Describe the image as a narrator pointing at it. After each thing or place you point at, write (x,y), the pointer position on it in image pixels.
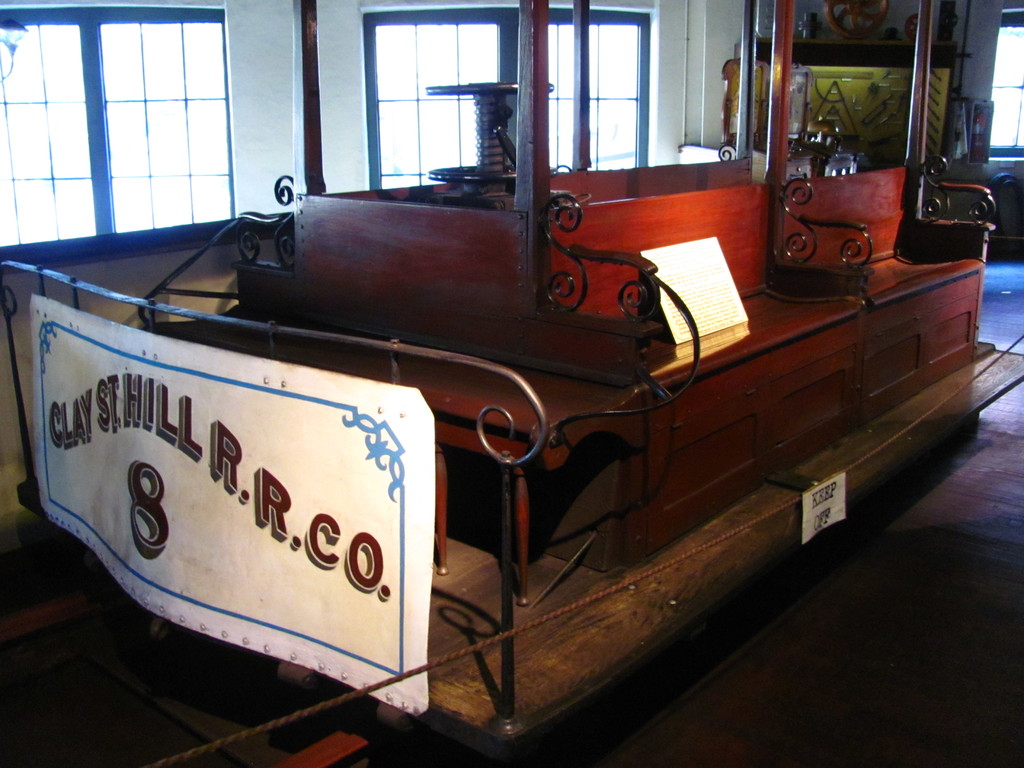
There is a furniture (568,318) on a stand (578,629). On that something is kept. Also there is a paper (827,507) with something written on that. And on the left side (253,435) there is a stand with a banner (220,479). In the background (163,122) there is a wall (276,60) with windows (444,46). Also there is a rope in the front of the furniture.
